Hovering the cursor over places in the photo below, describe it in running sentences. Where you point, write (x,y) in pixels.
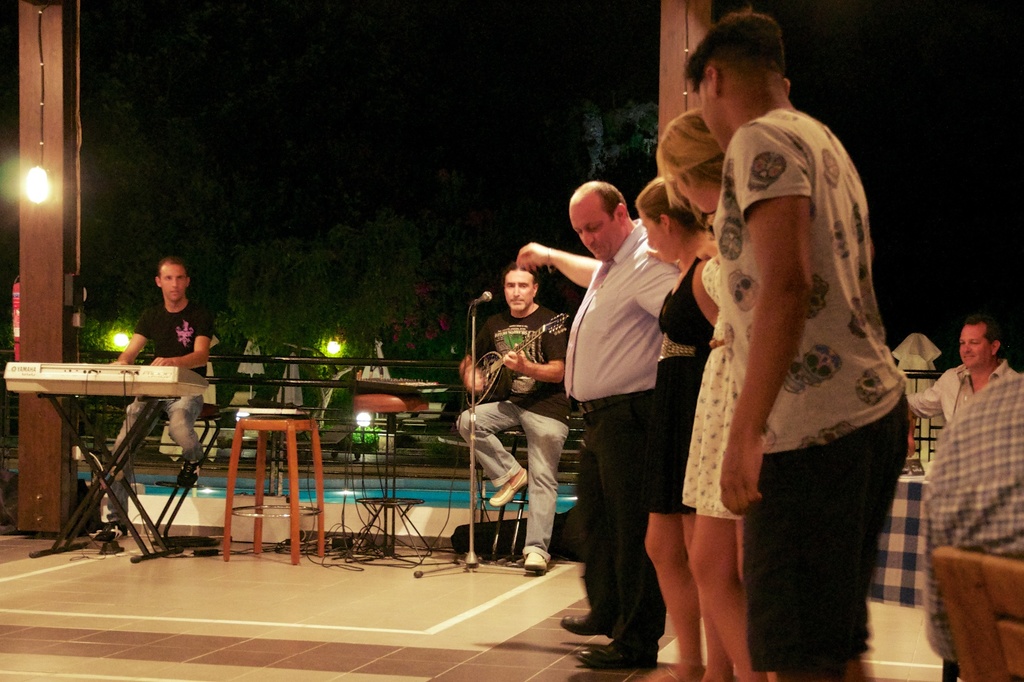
in this image there are some people (647,359) standing on the floor (557,601) and some people (188,401) are sitting on the chair (205,445) and playing some instruments (30,373) and behind the persons (193,432) there is one swimming pool (362,491) and some trees (386,297) are there background (291,313) is very dark.
